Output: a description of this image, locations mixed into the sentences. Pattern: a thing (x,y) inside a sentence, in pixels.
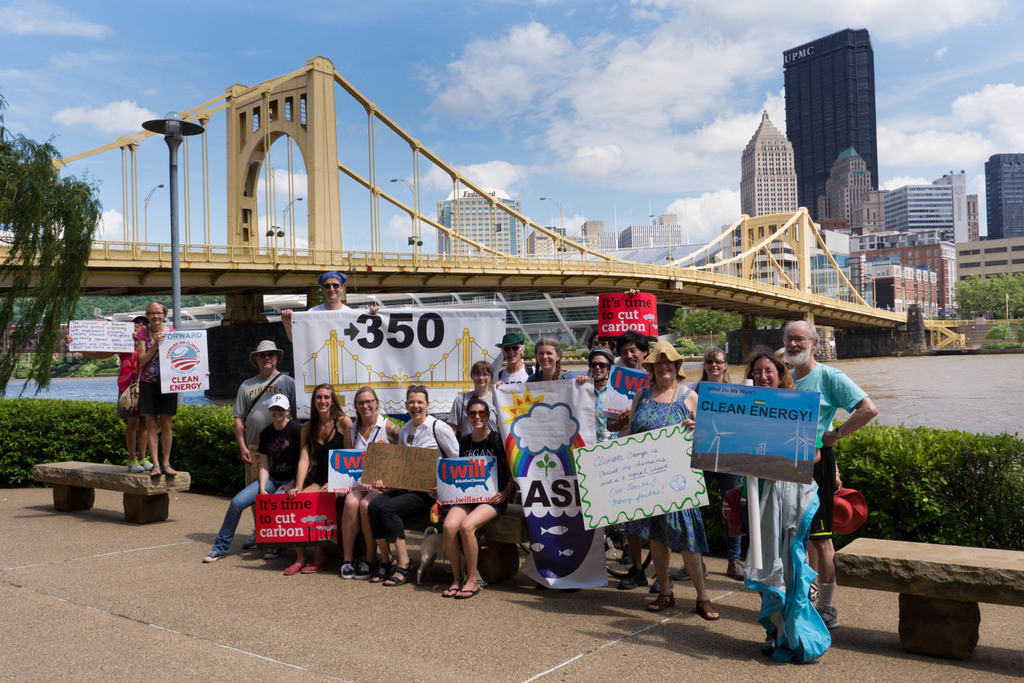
This image is taken outdoors. At the top of the image (197,64) there is the sky (663,120) with clouds (754,112). At the bottom of the image (166,617) there is a floor (608,666). In the background (475,220) there are a few buildings (958,202) and there is a skyscraper (827,143). There are a few trees (985,302) and plants (991,331). There is a bridge (481,268) with walls (395,267), pillars (262,142) and railings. On the left side of the image (45,273) there is a tree (31,295) and there are a few plants (114,431). In the middle of the image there is a river (916,385) with water (916,385). Many people (246,389) are standing on the floor (166,617) and a few are sitting on the benches (422,522). Many are holding boards (626,438) with text (192,334) on them. On the right side of the image (907,585) there is an empty bench (960,621) on the floor (737,652).
